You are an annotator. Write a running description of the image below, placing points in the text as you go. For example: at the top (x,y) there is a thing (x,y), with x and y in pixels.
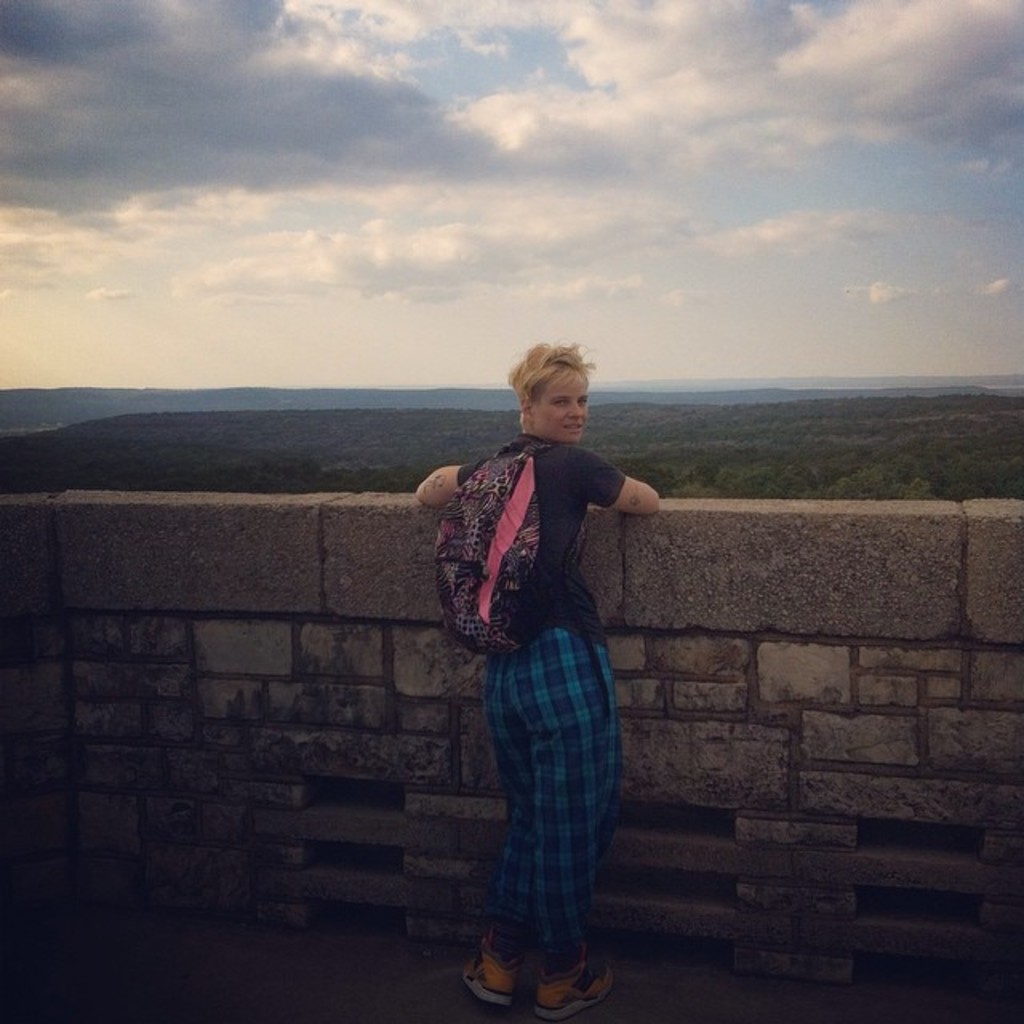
In this image we can see a person (482,647) standing and wearing a bag (487,534), also we can see the wall (266,551), there are some trees (697,484) and mountains (222,433), in the background (246,229) we can see the sky (510,296).
